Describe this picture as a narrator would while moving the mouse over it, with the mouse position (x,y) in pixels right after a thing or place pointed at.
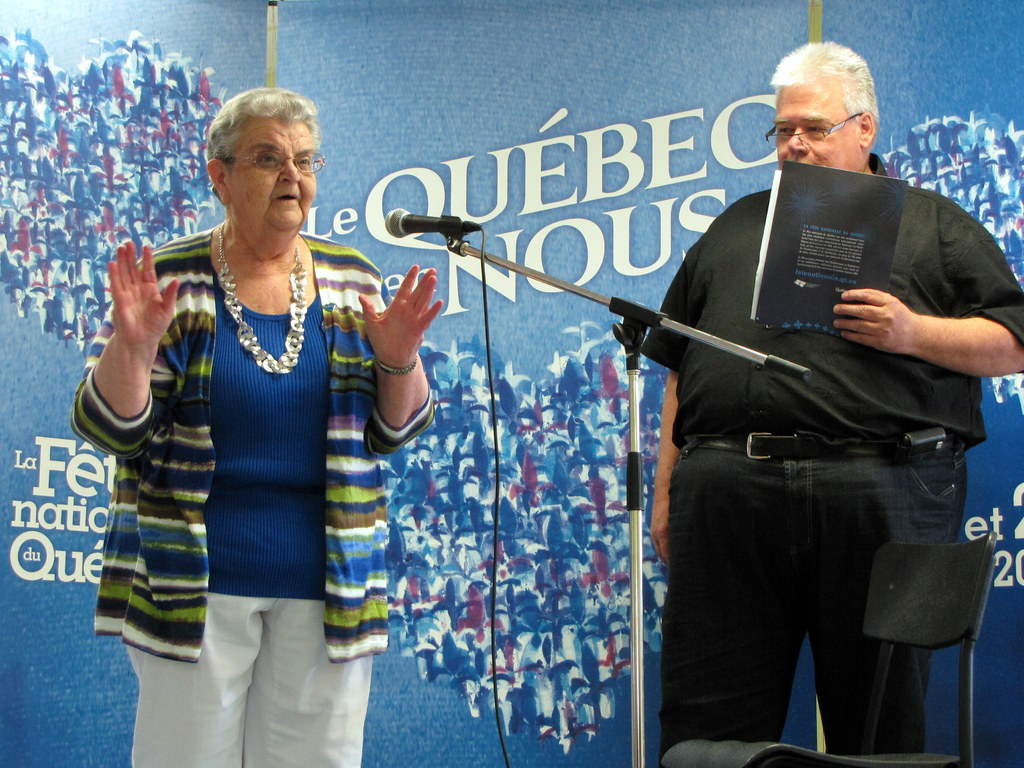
This picture shows a man (714,355) and a woman (196,375) standing. We see a woman (270,325) speaking with the help of a microphone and a man (823,369) holding some papers (826,254) in his hand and we see advertisement boards (582,119) on the back (78,89) and we see women (272,289) wore an ornament (306,293) and both of them wore spectacles (312,169).
